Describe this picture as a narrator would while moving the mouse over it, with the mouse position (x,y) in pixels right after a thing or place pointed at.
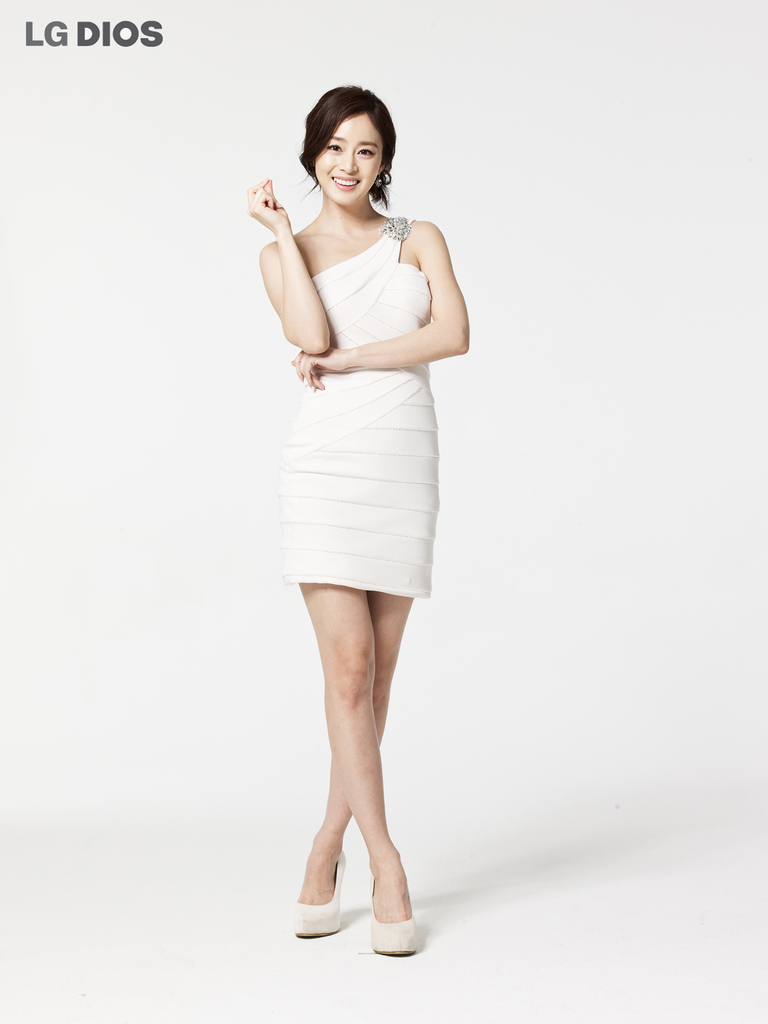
In the center of the picture (298,497) there is a woman (346,433) wearing a white dress (362,477), she is smiling. The background (14,17) is white. At the top left (129,36) there is text (96,36).
